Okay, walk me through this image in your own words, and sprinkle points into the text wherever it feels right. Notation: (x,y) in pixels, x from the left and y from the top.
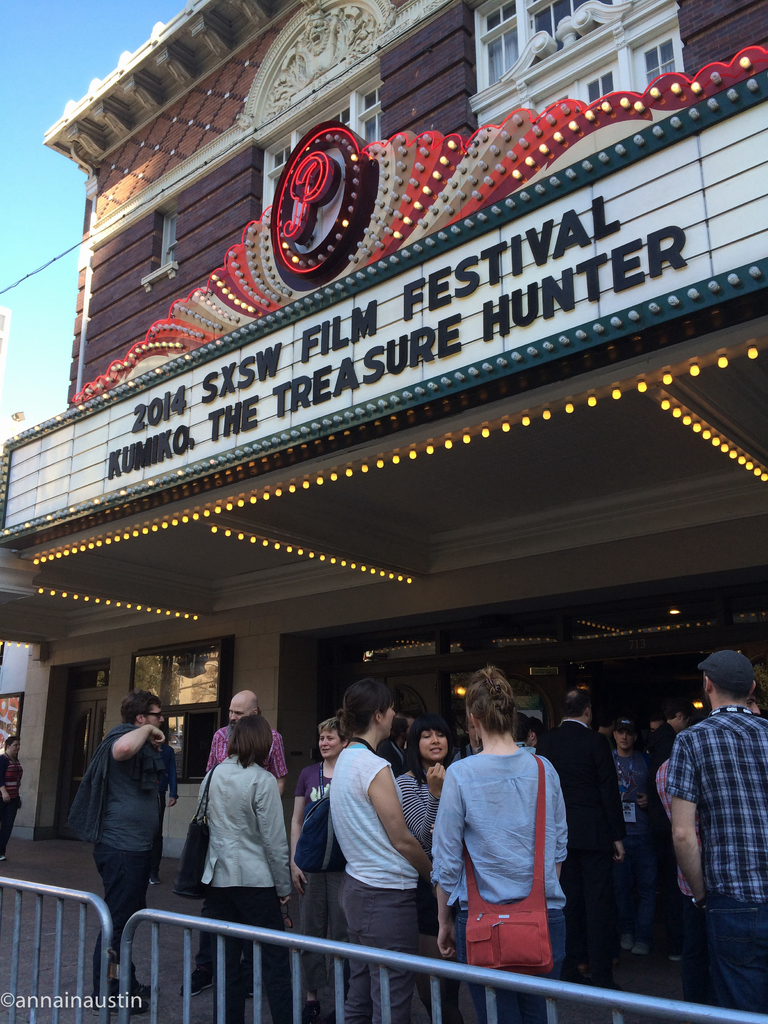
In this picture we can see group of people (344,712), they are standing beside to the metal rods (167,917), and few people (491,820) wore bags (324,804), on top of them we can find few lights (349,467), and also we can see a building (124,335).
